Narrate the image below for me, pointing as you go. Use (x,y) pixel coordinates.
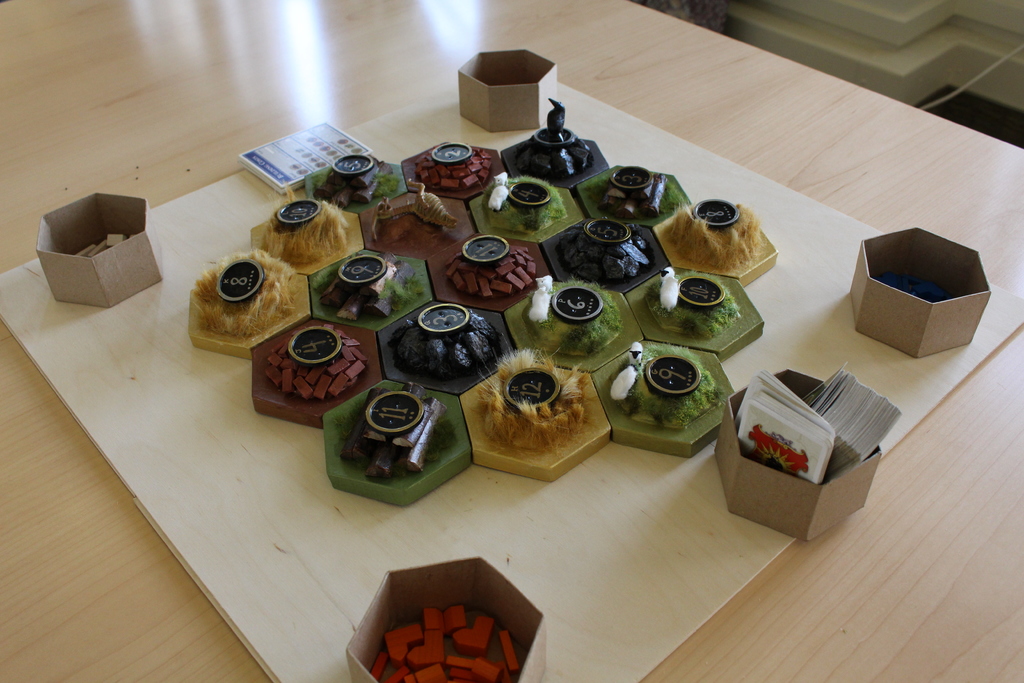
In this image we can see a cardboard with some things (219,314) and there are some numbers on it and it looks like a board game (347,348). We can see the object (541,510) placed on the surface (119,603) which looks like a table (108,594).
